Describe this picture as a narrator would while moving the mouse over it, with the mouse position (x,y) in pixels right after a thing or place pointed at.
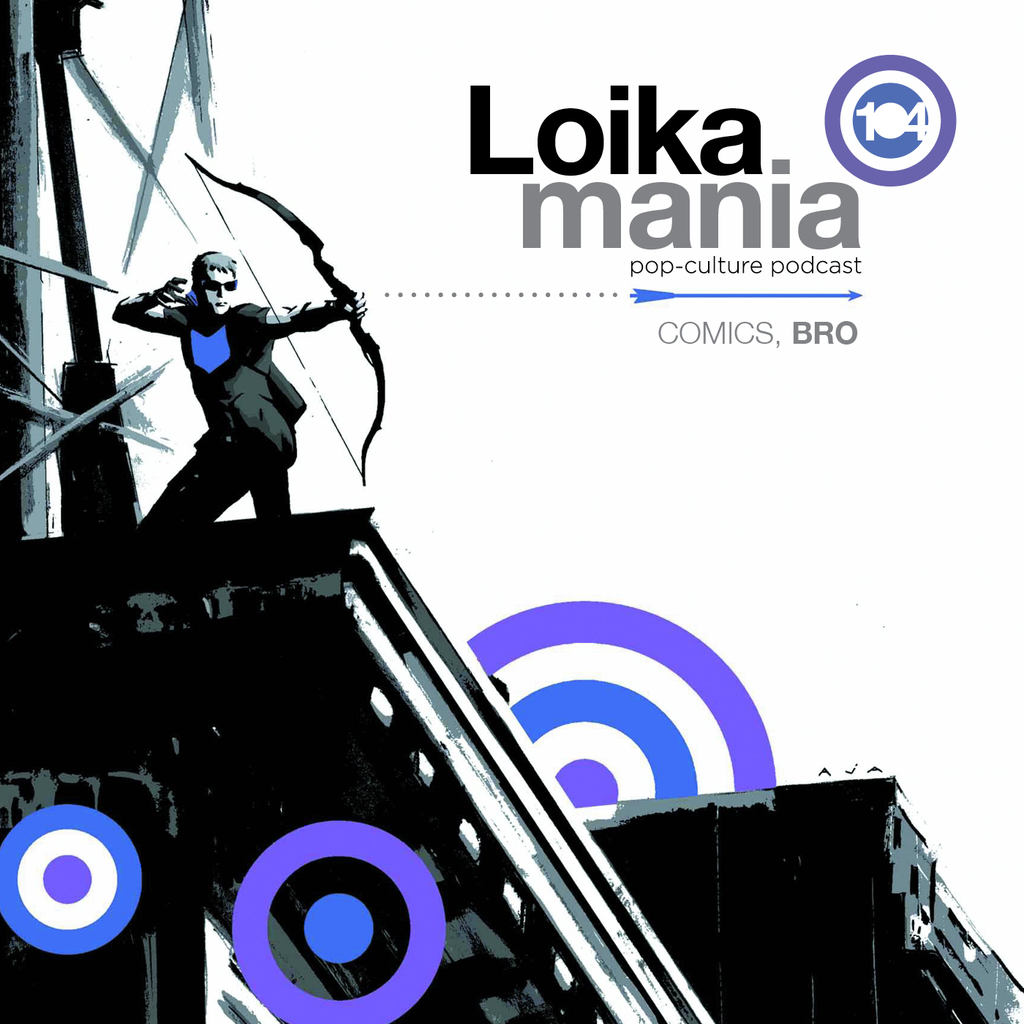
In this picture I can see there is a painting (626,785) and there is a man (285,460) standing here and he is holding a bow (242,189) and there are some buildings (364,543) here and there is something written here and there is a logo (914,121) and there is something written here.
